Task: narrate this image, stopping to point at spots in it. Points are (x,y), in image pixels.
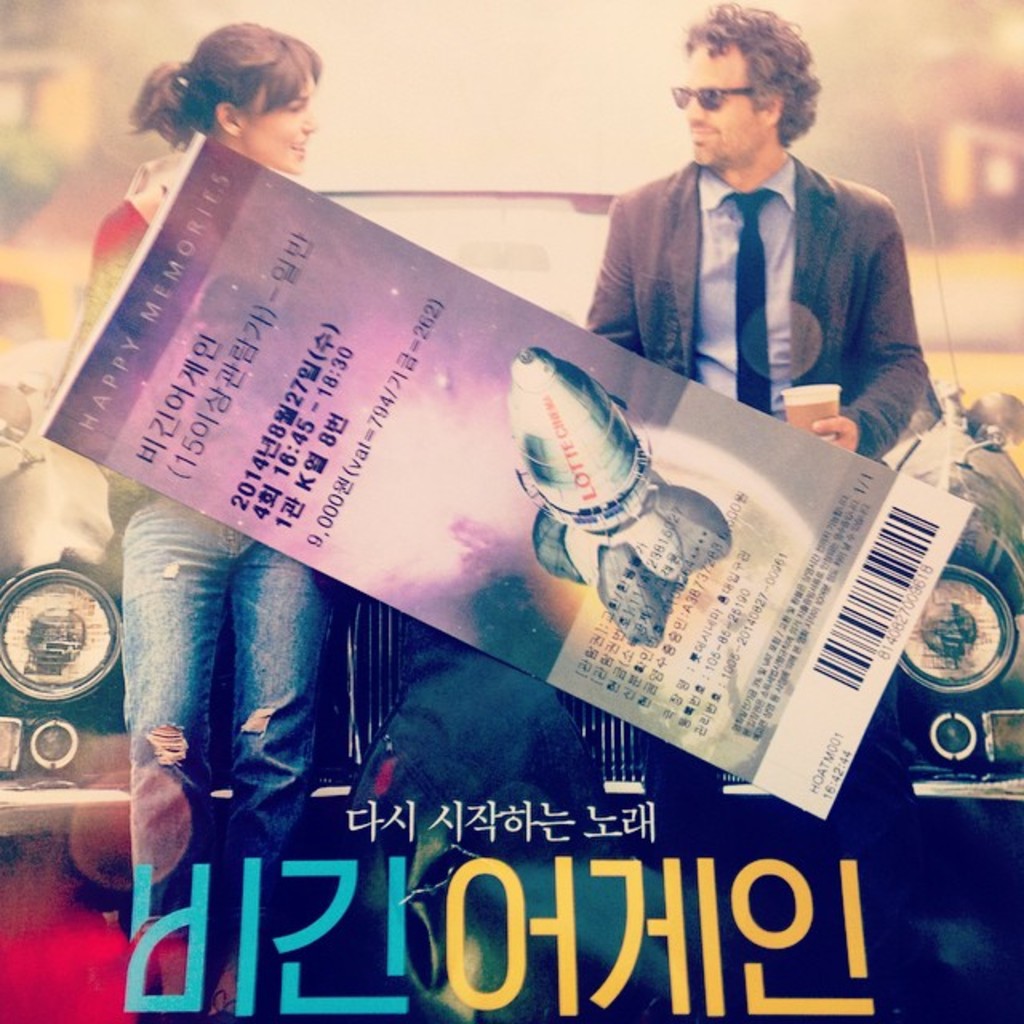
This is an edited image, We can see there are two persons (747,301) and a ticket (720,615) on a poster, and there is a car (356,694) in the background (100,610). There is some text (662,926) written at the bottom of this image (508,868).
